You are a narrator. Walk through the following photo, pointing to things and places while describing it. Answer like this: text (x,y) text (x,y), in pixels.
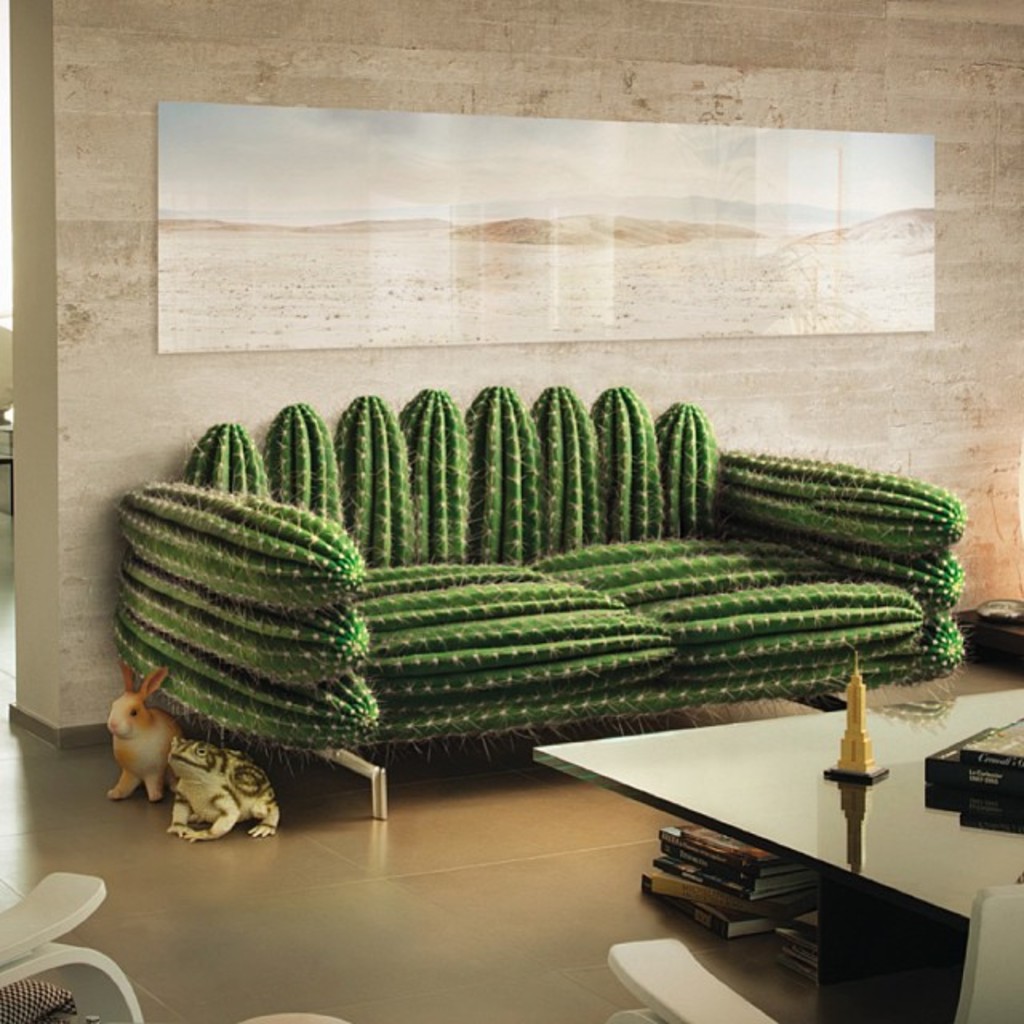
Here we see a sofa set (162,632) and two toys (161,770) a rabbit (146,758) and a frog (243,799) and we see a table (1020,837).
